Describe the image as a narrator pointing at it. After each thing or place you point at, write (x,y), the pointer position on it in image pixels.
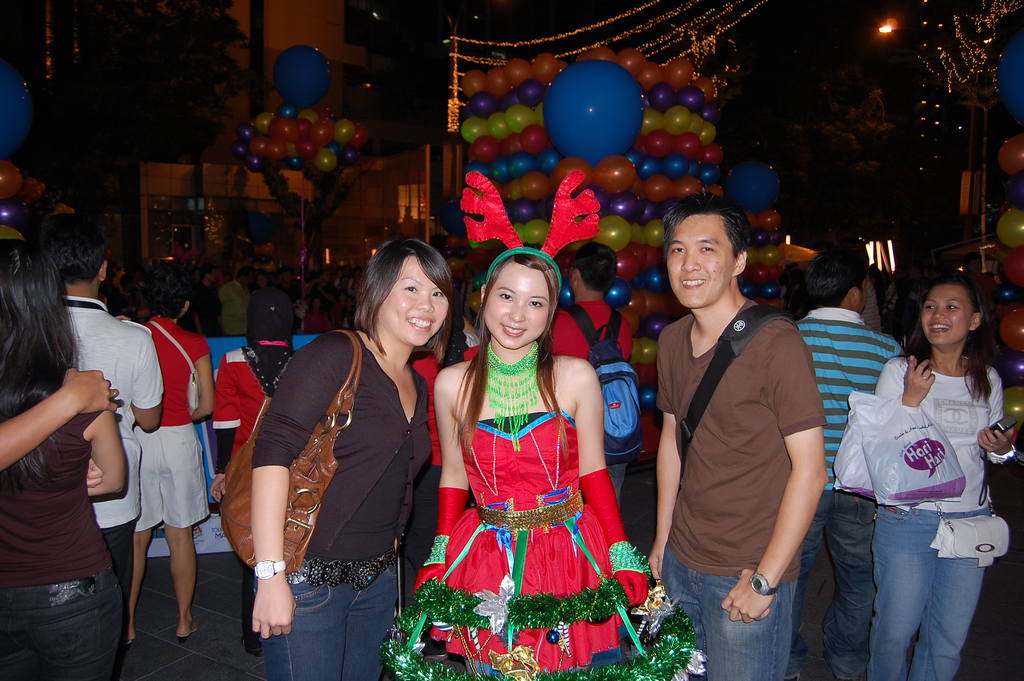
In this image I can see group of people (498,414) are standing among them these people (678,430) are smiling. In the background (534,217) I can see balloons (622,174) and other objects (412,186).
